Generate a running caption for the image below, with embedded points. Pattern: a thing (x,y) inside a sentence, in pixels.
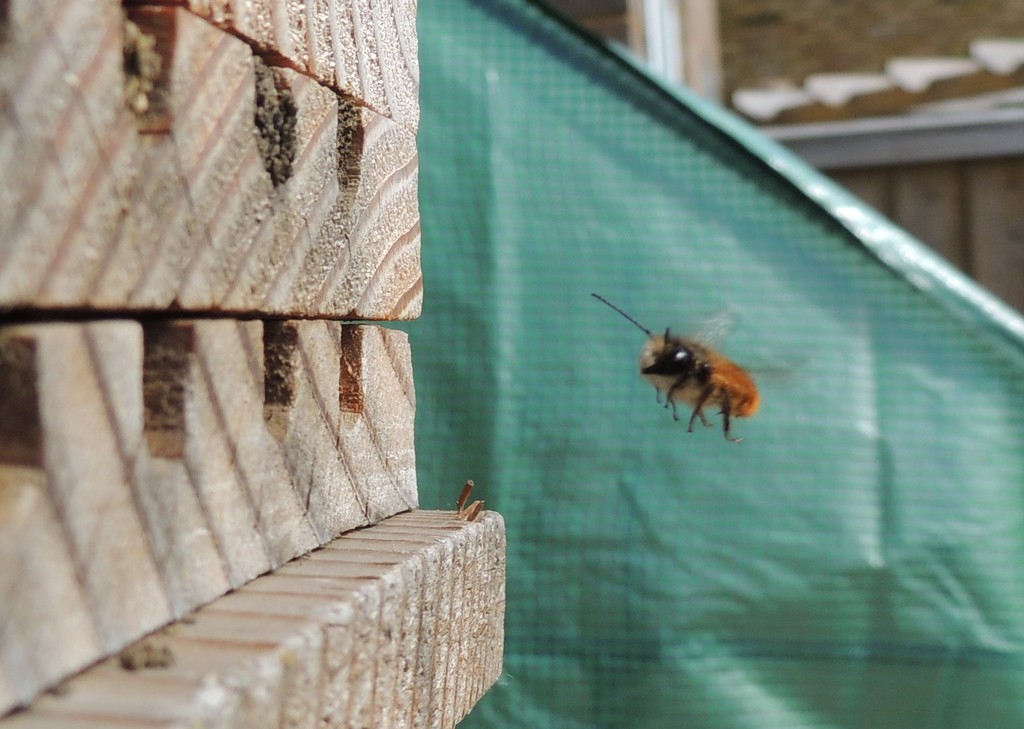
In this image in the middle (669,367), there is an insect (744,378) flying. On the left (296,360) there are wooden blocks (282,426). In the background (430,293) there is a sheet (802,278) and house (857,99).
